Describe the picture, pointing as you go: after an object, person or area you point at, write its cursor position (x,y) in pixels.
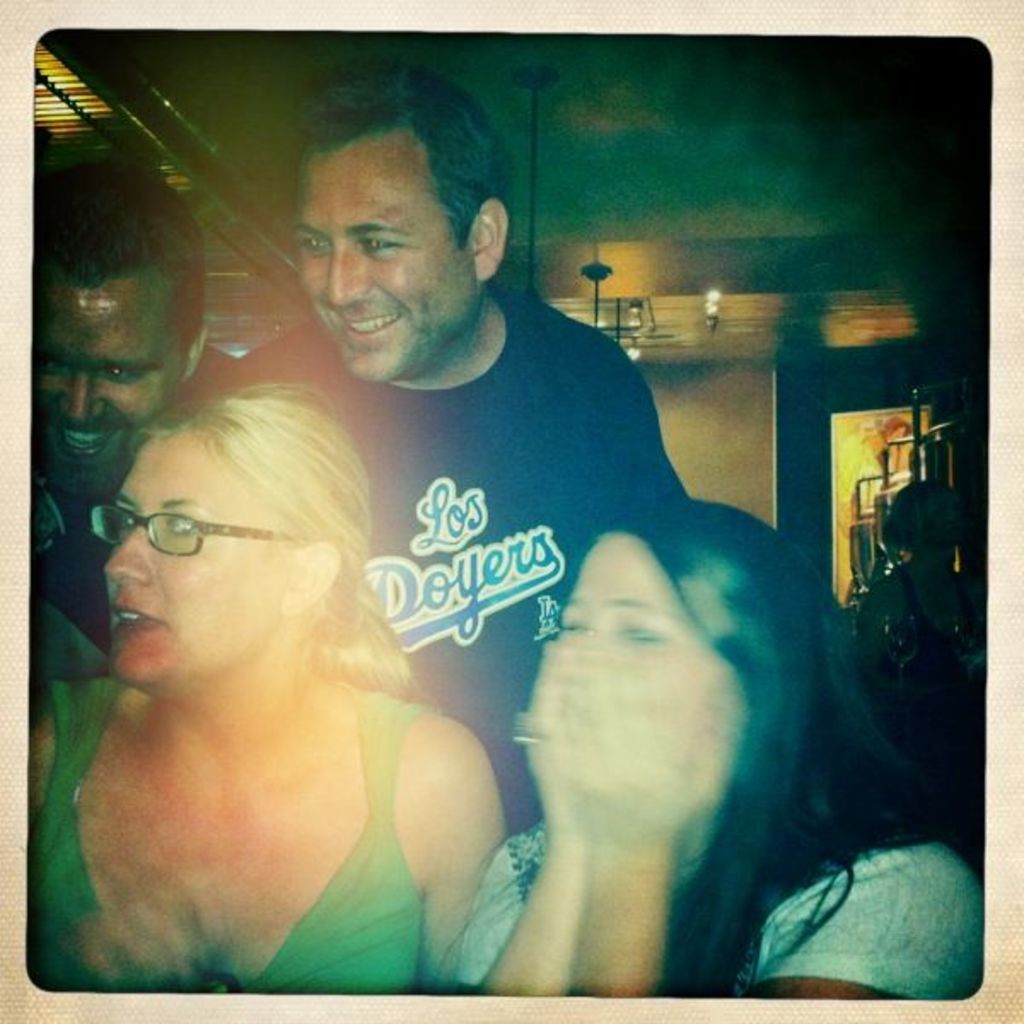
This is a photo and here we can see people (367,421) and one of them is wearing glasses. In the background (304,98), we can see lights (711,295), rods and some other objects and there is a wall (877,364).
